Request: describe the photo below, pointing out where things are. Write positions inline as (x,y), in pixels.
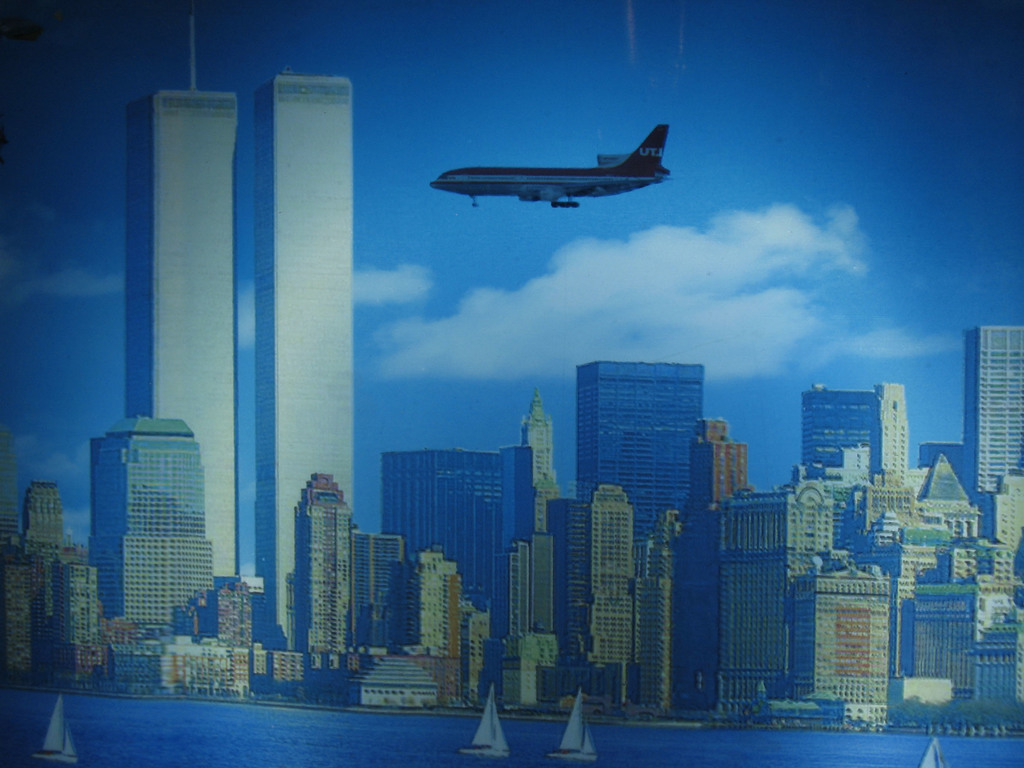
This is an edited picture. In this image there are buildings (484,583). At the bottom (533,728) there are boats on the water (326,738). At the top (743,85) there is an aircraft (521,179) and there is sky (584,104) and there are clouds (651,253).
